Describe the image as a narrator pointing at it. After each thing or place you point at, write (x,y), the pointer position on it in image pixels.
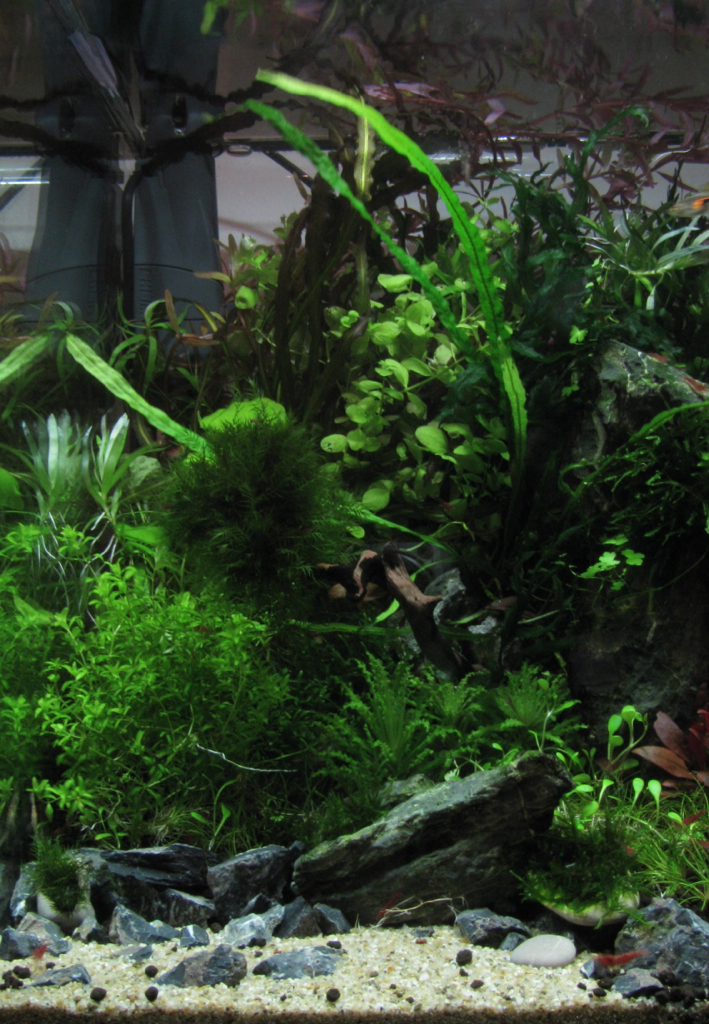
In this image we can see some plants (488,722), and rocks (627,676).
